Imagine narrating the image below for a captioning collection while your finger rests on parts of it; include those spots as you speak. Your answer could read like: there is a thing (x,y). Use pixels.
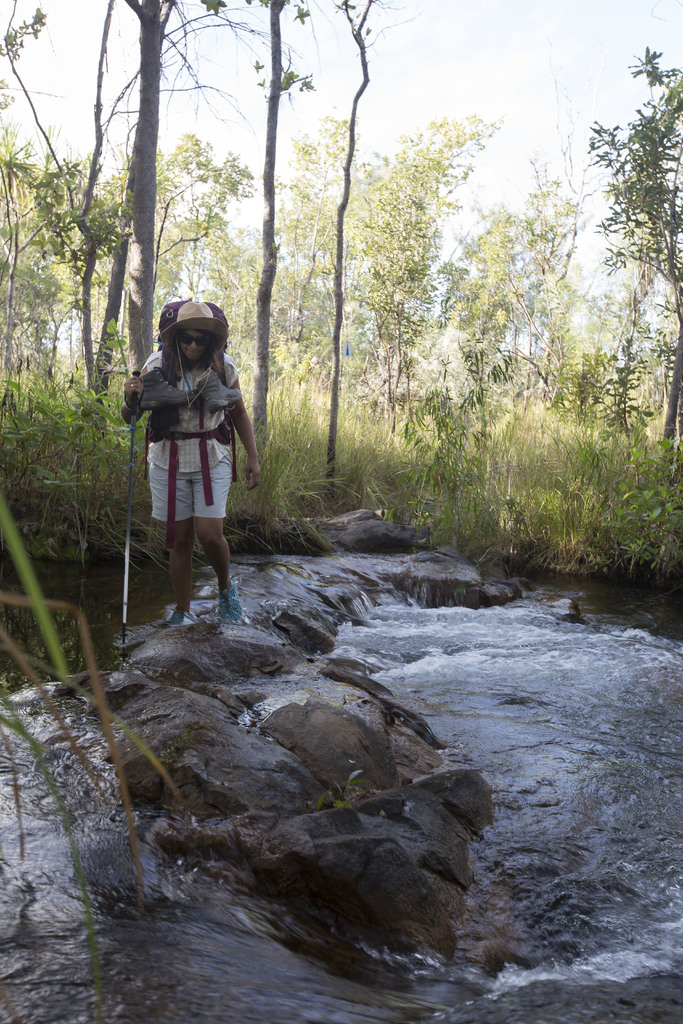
This picture might be taken from the forest (267,284). In this image, on the left side (188,523), we can see a person (191,534) standing on the rocks (233,798) and holding a stick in his hand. In the background (6,284), we can see some trees (342,357) and plants (404,448). At the top (629,80), we can see a sky (629,80), at the bottom (639,690), we can see some plants (441,445), grass (515,469), water (486,685) flowing on the rocks (478,938).
